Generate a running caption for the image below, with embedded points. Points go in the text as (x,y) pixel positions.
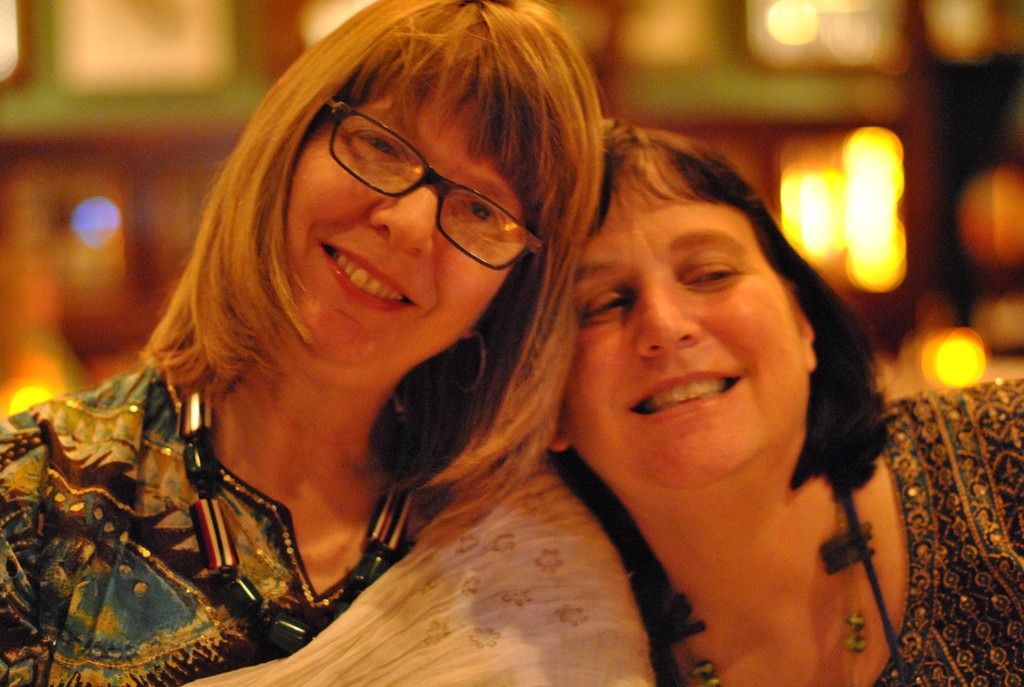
In this image we can see two lady persons (500,531) wearing multi color dress (32,601) hugging each other and one of the person (257,350) wearing spectacles (443,215) and the background (42,30) image is blur.
